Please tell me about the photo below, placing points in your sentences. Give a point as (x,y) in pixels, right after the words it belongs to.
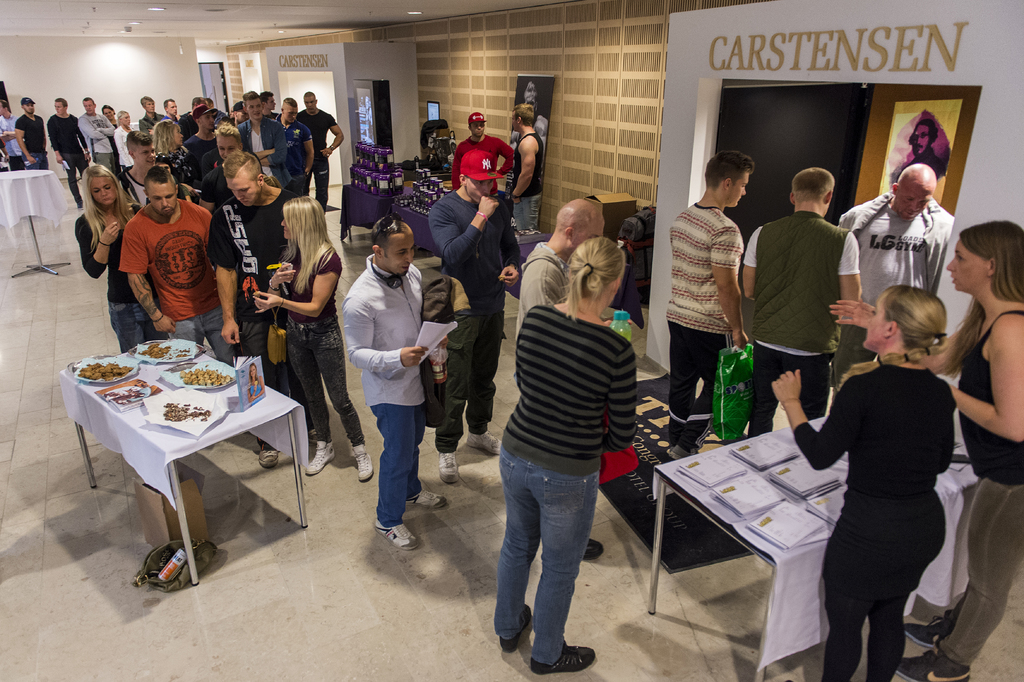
In this Image I see number of people (571,249) who are standing and there are lot of tables (156,396) on which there are many things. In the background (620,172) I see the wall (596,88) and lights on the ceiling (175,34).
